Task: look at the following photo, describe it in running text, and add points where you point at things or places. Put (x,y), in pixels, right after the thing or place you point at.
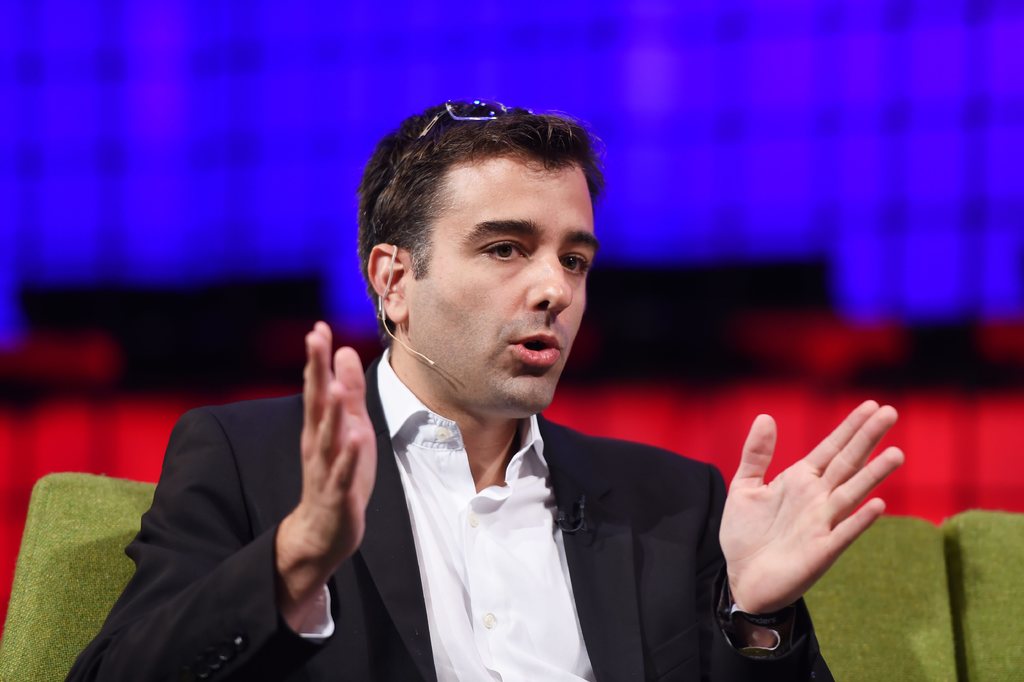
In this image, we can see a person (467,605) is talking and sitting. Background (691,181) there is a blur view. Here we can see blue and red colors. Here there is a green color object (983,619).
